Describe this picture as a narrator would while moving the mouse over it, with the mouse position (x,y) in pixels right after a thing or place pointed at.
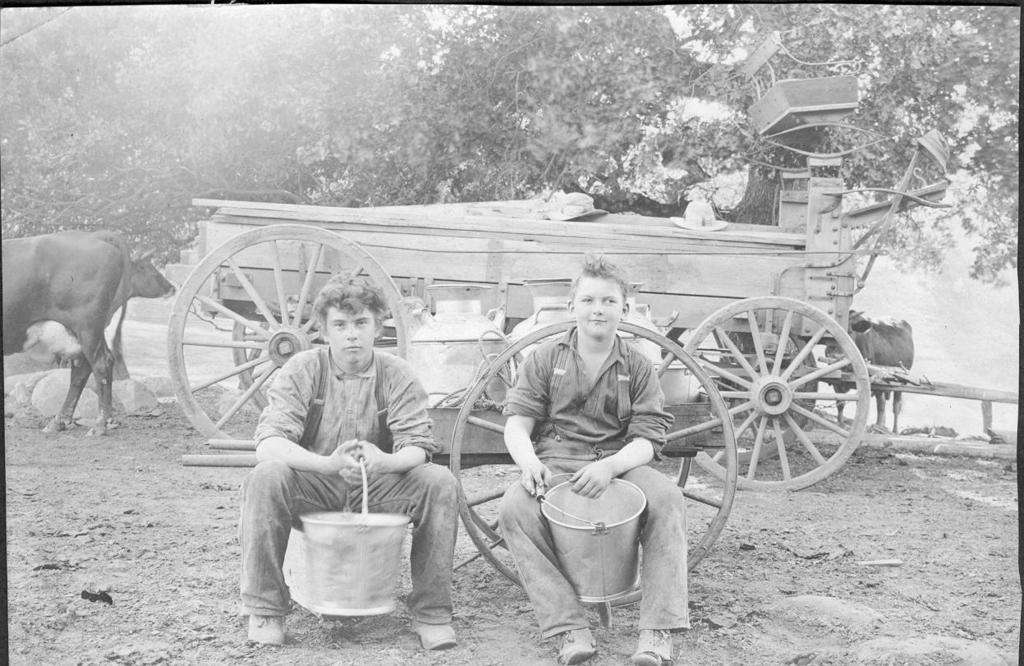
This is a black and white pic. In this image we can see two boys (582,406) are sitting on the objects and holding buckets (570,540) in their hands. In the background (499,425) there are cows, trees (540,181), cart (227,288) and sky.
